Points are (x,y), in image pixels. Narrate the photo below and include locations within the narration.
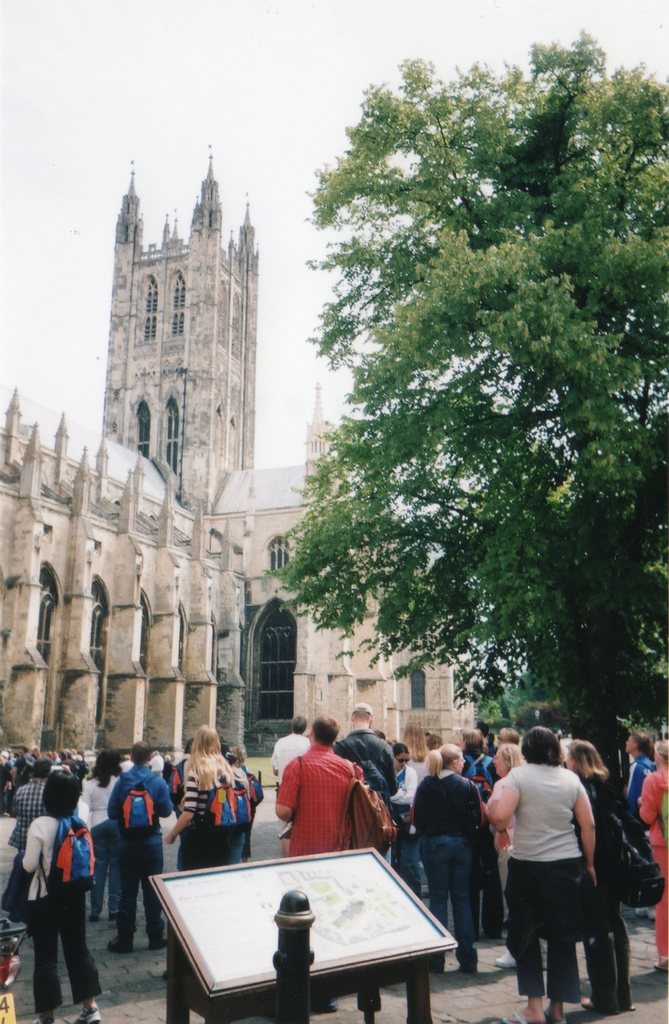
In this picture I can see there is a board (360,950) and there is a map (413,935) on it. There is a bollard (299,939) and in the backdrop (346,837) there are many other people (399,810) standing, there is a motor cycle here at the left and there is a building (222,611) in the backdrop (185,636) and it has windows (265,645) and the sky (127,173) is cloudy.
